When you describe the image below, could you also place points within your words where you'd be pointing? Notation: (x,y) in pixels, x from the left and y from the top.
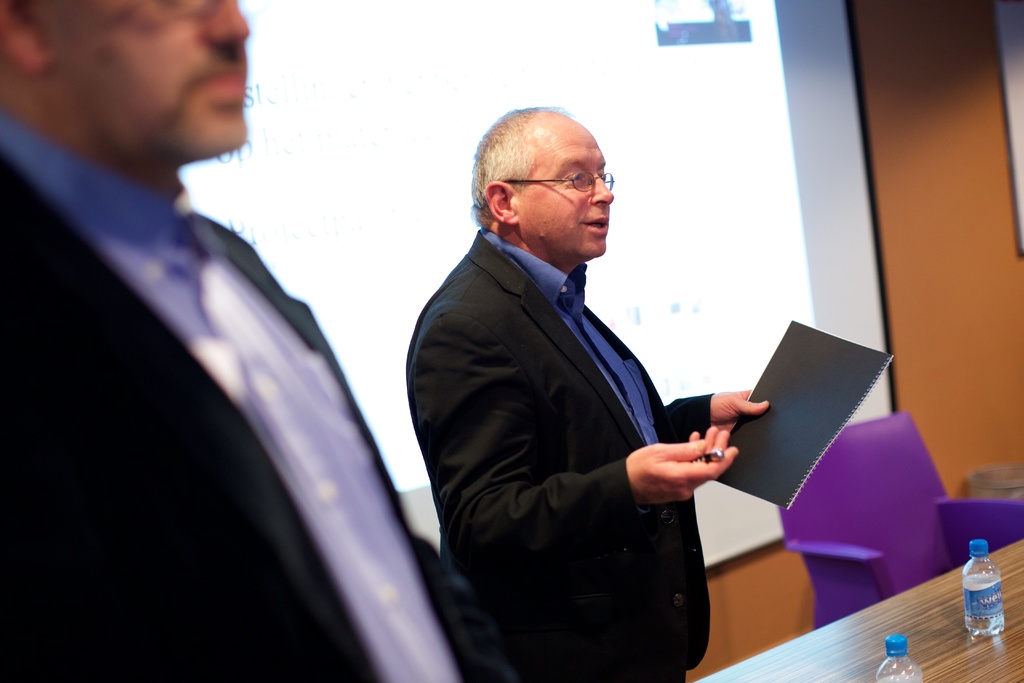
In this picture there is a man (552,344) standing and talking and he is holding the pen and book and there is another person (337,390) standing. There are bottles (982,588) on the table (958,646) and there is a chair (790,528). At the back (338,128) there is text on the screen (763,521) and there is a wall (991,405).
